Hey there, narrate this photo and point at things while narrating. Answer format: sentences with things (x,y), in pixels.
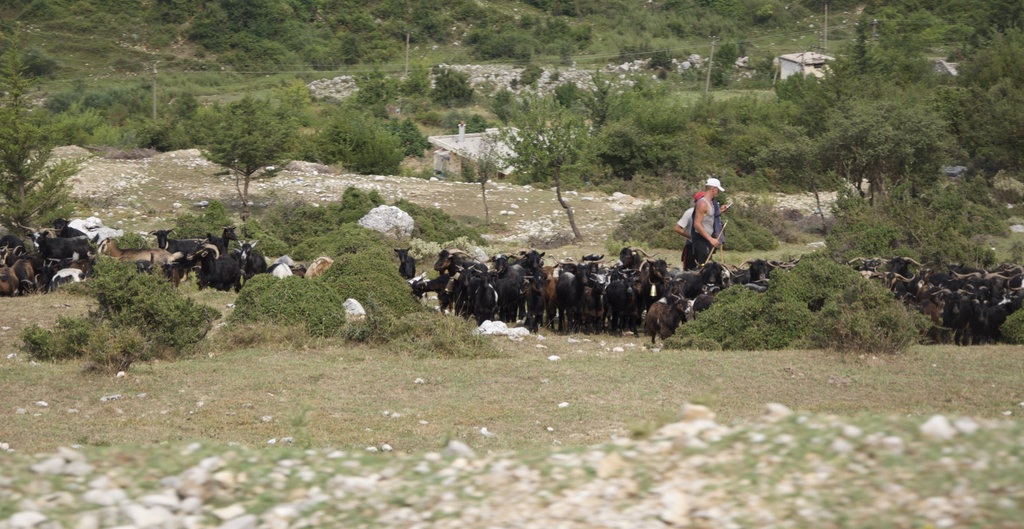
In this picture we can see a group of goats (440,294), two persons (678,224), stick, stones (493,333) on the ground (488,392) and in the background (725,103) we can see a shed (822,57), poles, trees (692,138), some objects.
